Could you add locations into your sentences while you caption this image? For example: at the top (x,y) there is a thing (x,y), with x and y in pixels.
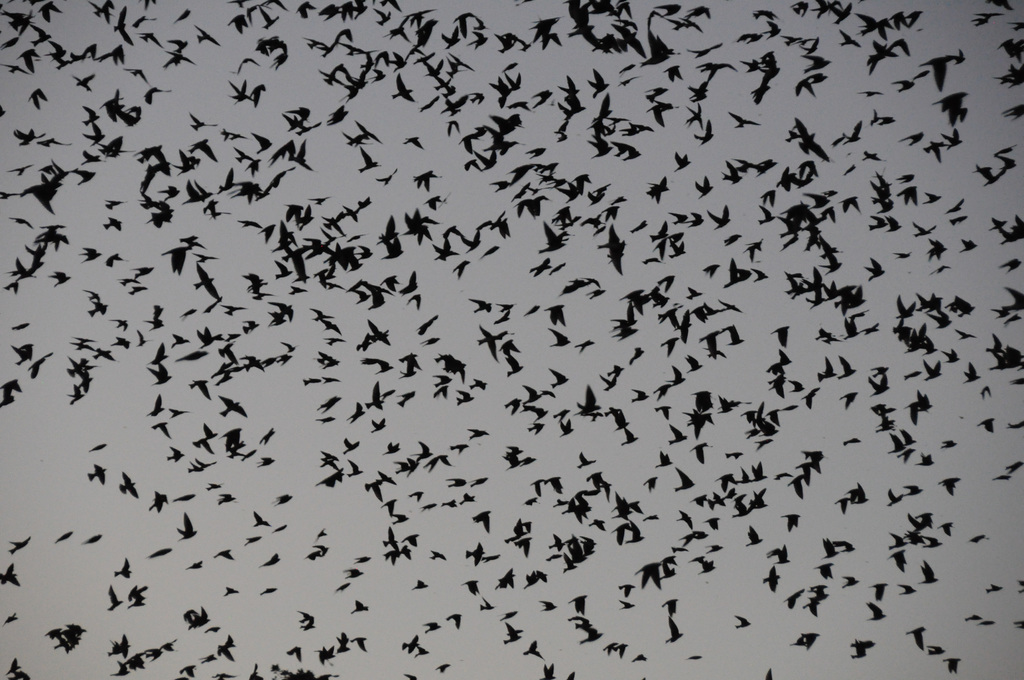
In this image I see number of birds (946,60) which are of black in color and they're in the sky (313,347).
